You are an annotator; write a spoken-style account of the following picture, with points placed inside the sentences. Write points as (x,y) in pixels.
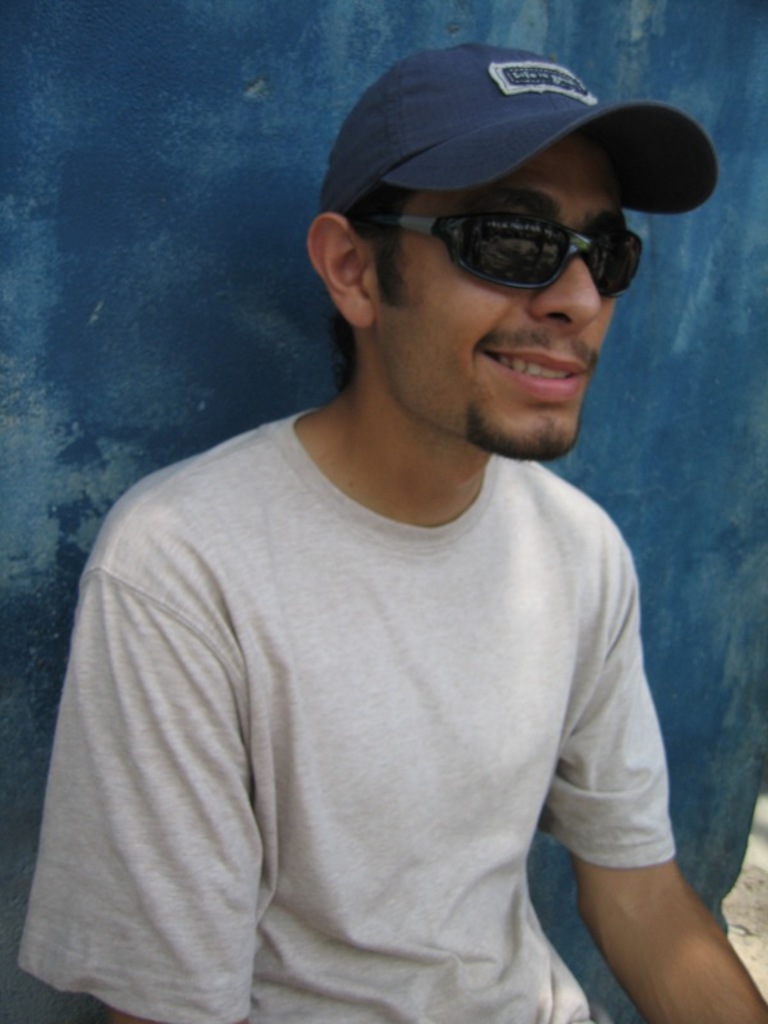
In this picture there is a man (546,372) who is wearing cap (520,125), t-shirts (425,729) and goggles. He is sitting near to the blue color wall (647,459) and he is smiling.
